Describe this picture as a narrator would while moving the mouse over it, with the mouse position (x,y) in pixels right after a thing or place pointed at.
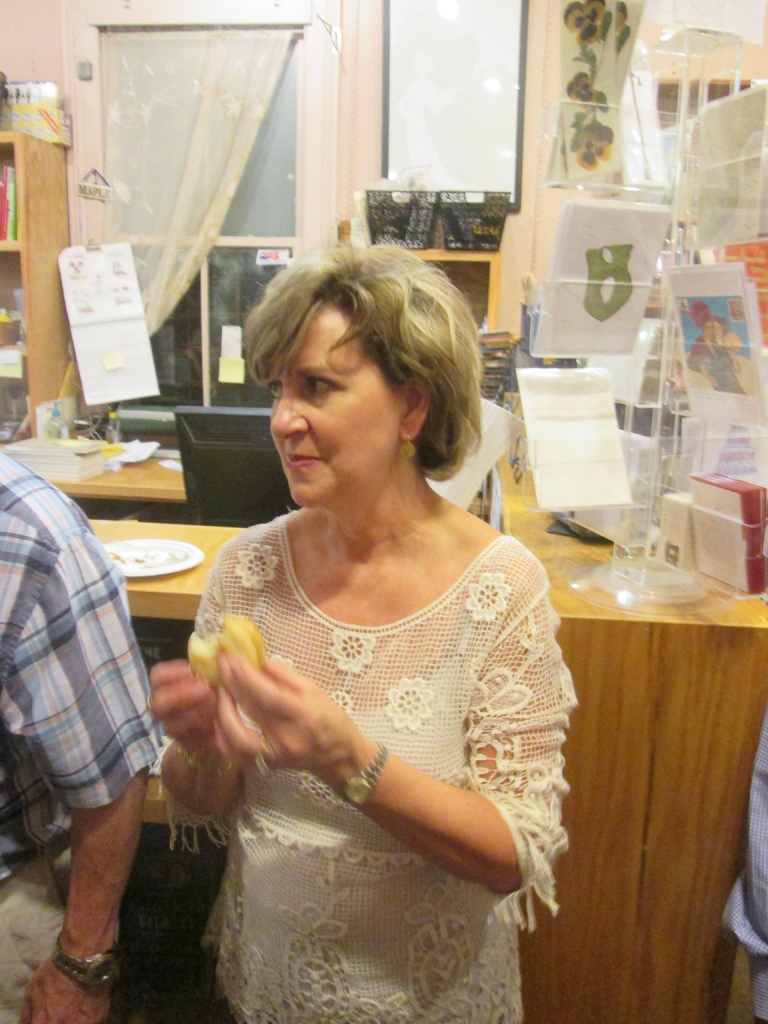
In this picture I can see a woman (432,409) is standing and holding an object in the hand (328,737). The woman (403,713) is wearing white color dress (305,825). In the background (208,251) I can see windows (299,214), white color curtain (214,159) and table (631,664). On the table (551,514) I can see white color plate (181,541) and some other objects (584,461). On the left side (28,599) I can see a person (43,805).
